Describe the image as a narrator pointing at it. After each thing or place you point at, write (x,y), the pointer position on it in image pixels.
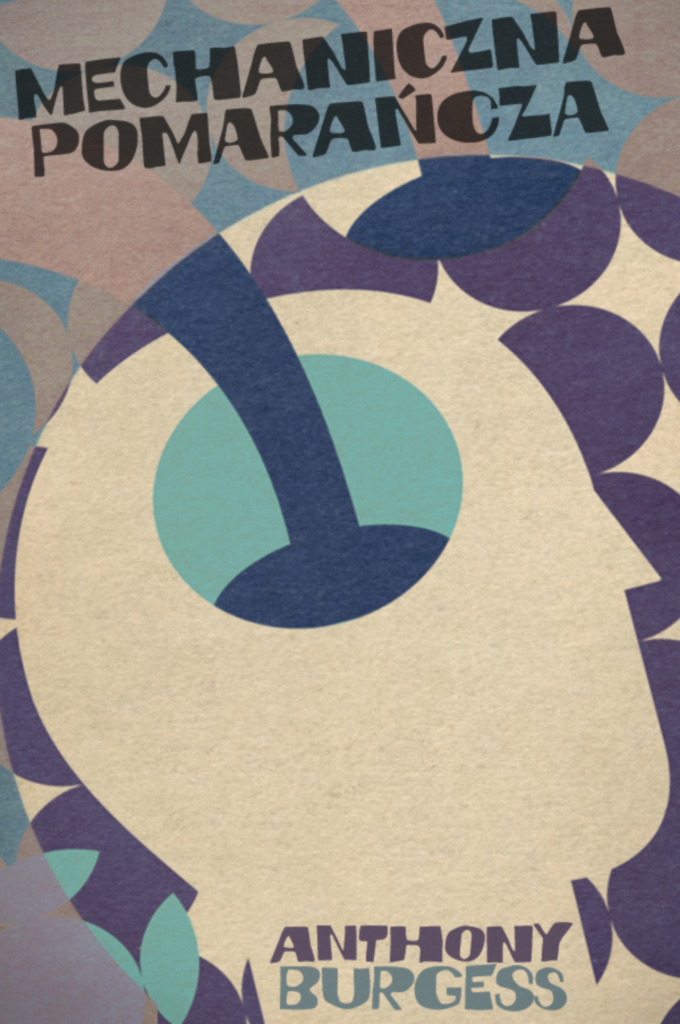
In this image I can see there are few color patterns (369,281) visible and there is a text (24,90) visible at the top (38,134) and bottom.
